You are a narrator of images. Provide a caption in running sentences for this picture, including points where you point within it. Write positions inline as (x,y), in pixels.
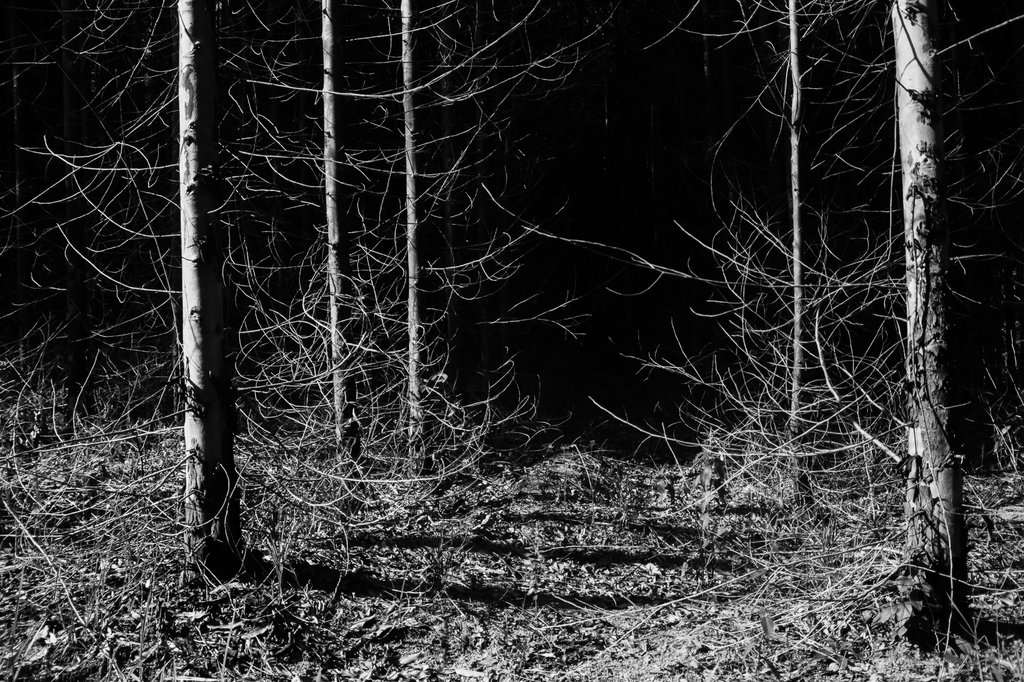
In this image I can see few dry trees (792,126). The image is in black and white.
